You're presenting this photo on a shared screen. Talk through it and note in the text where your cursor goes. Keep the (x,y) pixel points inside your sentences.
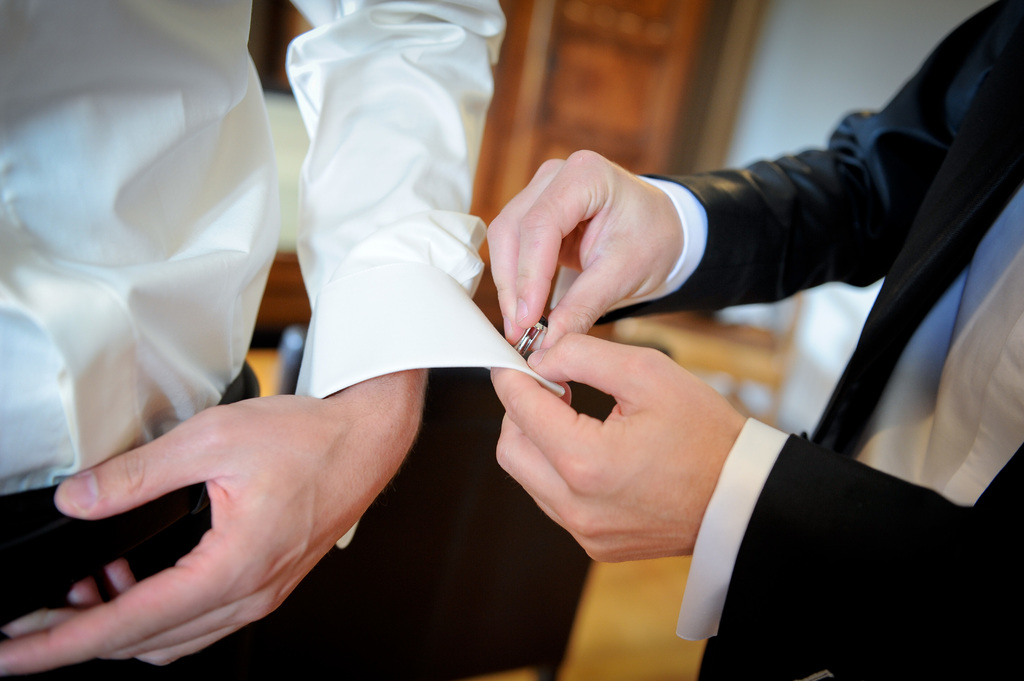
There are two persons (668,367) wore white color shirts (964,405) and this person (523,314) holding button (534,329). Background (842,75) we can see wall (836,64) and floor (647,606).
